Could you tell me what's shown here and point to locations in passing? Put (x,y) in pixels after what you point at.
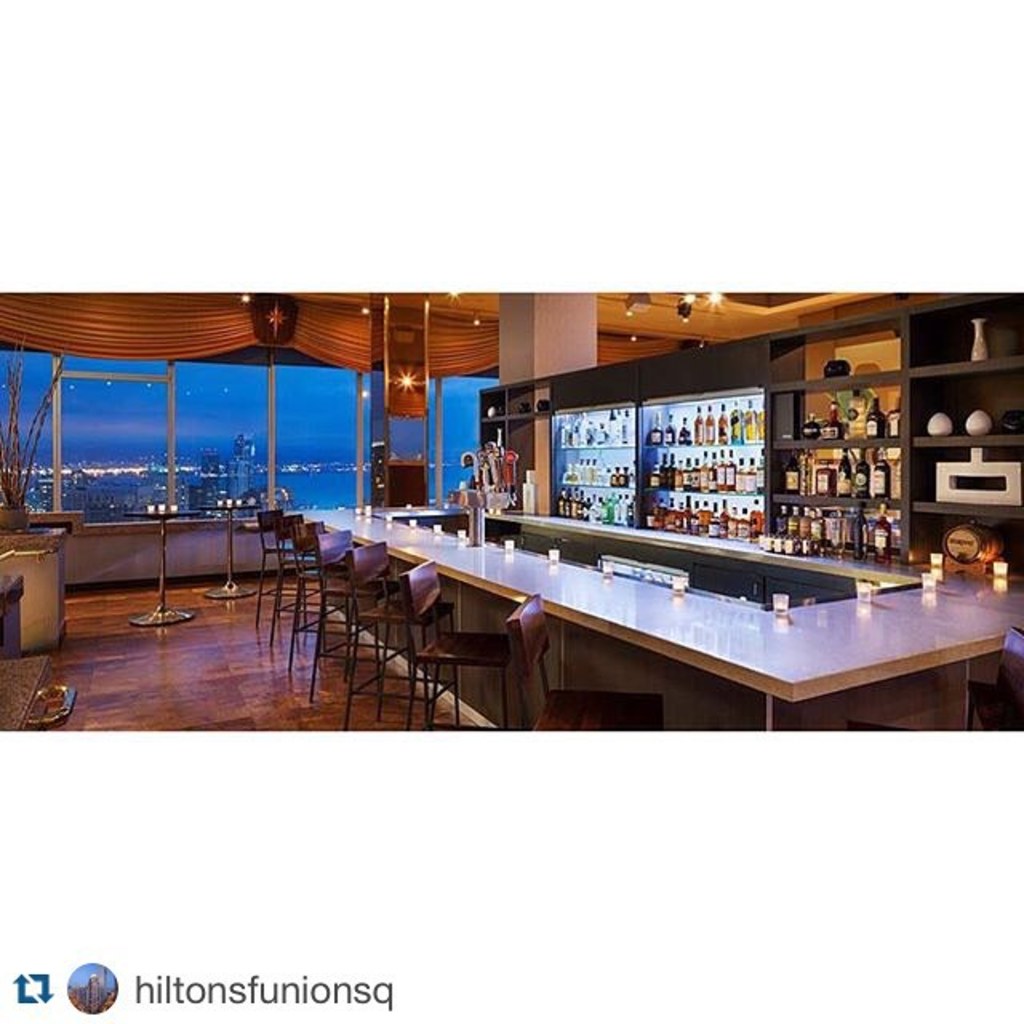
In the image it looks like screenshot, there is a counter table (588,568) and on that there are candles (783,609), behind the counter table (575,571) there are plenty of alcohol bottles (587,436) kept in the shelves (643,440) and in front of the counter table (602,576) there are empty chairs (380,609), behind the chairs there are two tables (168,518) and on the left side (14,501) there is a decorative plant (14,480), in the background (82,386) there are windows (268,410).
